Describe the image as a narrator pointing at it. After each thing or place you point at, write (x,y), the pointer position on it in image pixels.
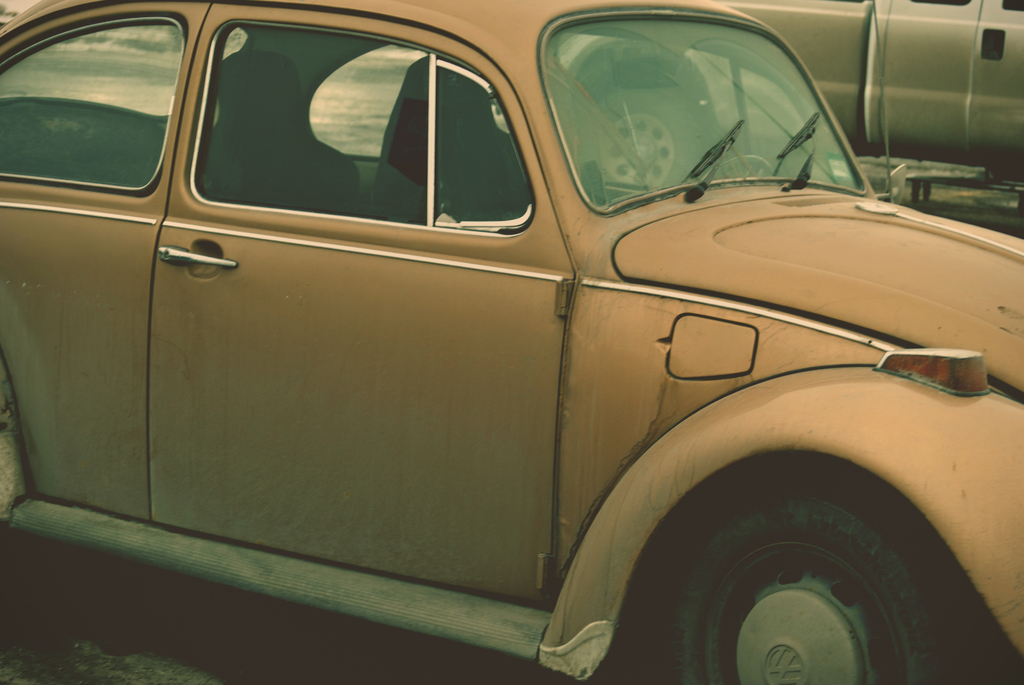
In this picture I can see two vehicles (507,124).
